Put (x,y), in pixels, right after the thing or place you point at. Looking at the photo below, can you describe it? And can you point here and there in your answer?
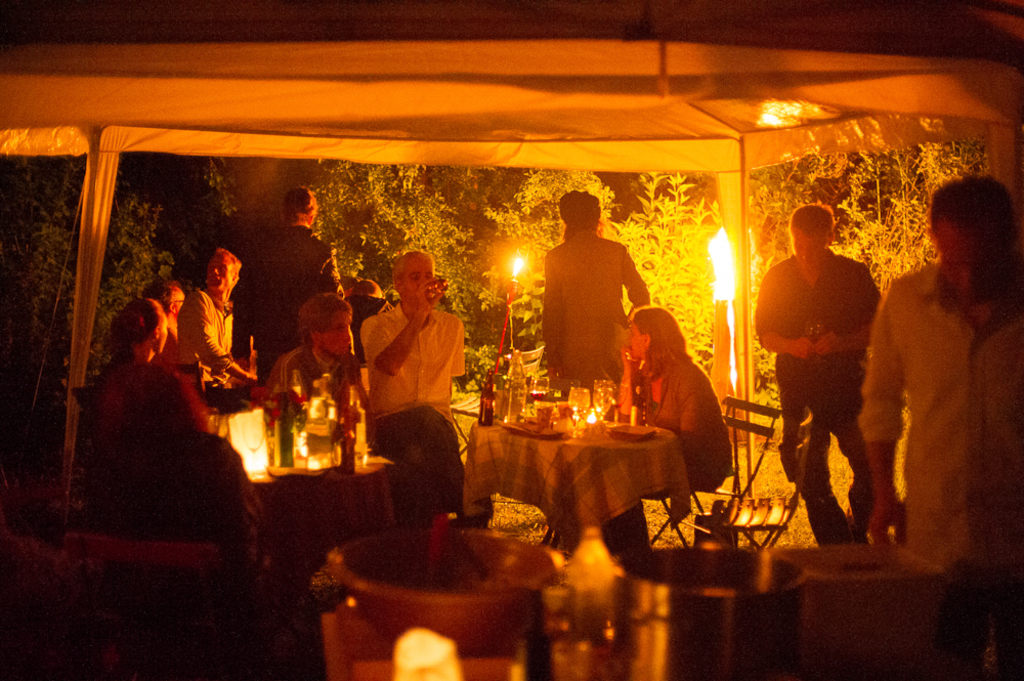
In this picture there are some people (312,325) sitting in the chairs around the tables (523,467) on which some wine glasses (602,418), bottles (513,416) and plates (622,433) were placed under a tent (477,110). In the background (720,263) there is a fire (712,244) and some trees (551,210) were here.
